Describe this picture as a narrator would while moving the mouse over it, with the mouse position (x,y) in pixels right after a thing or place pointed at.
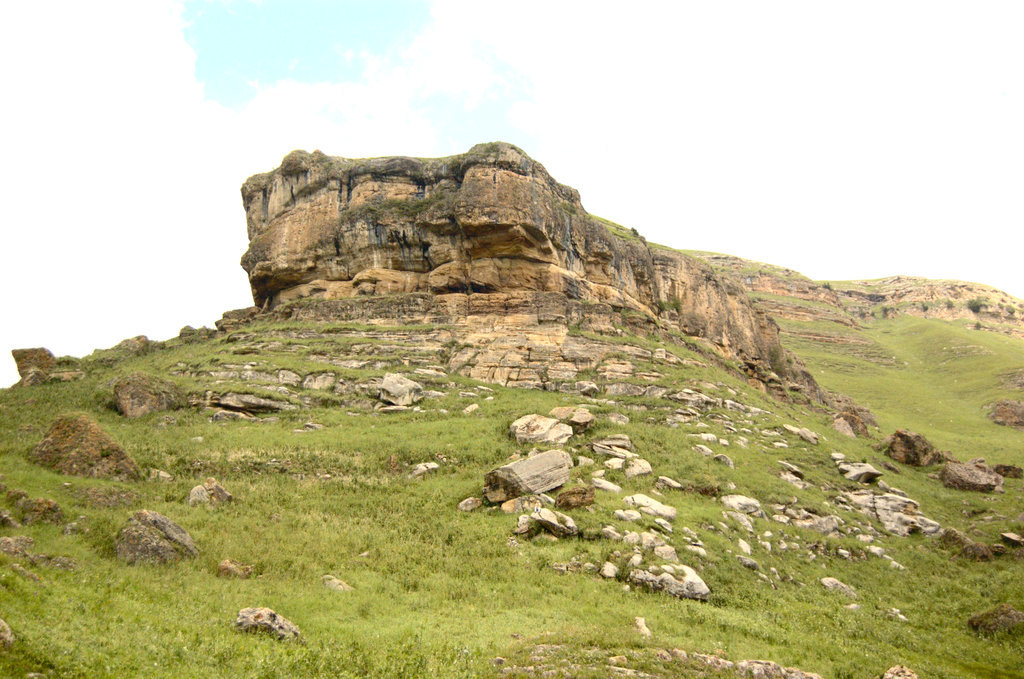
In the center of the image (451,343) we can see a mountain (462,354). There are stones (569,518), grass (258,454). At the top of the image (515,74) there is sky (417,59).
